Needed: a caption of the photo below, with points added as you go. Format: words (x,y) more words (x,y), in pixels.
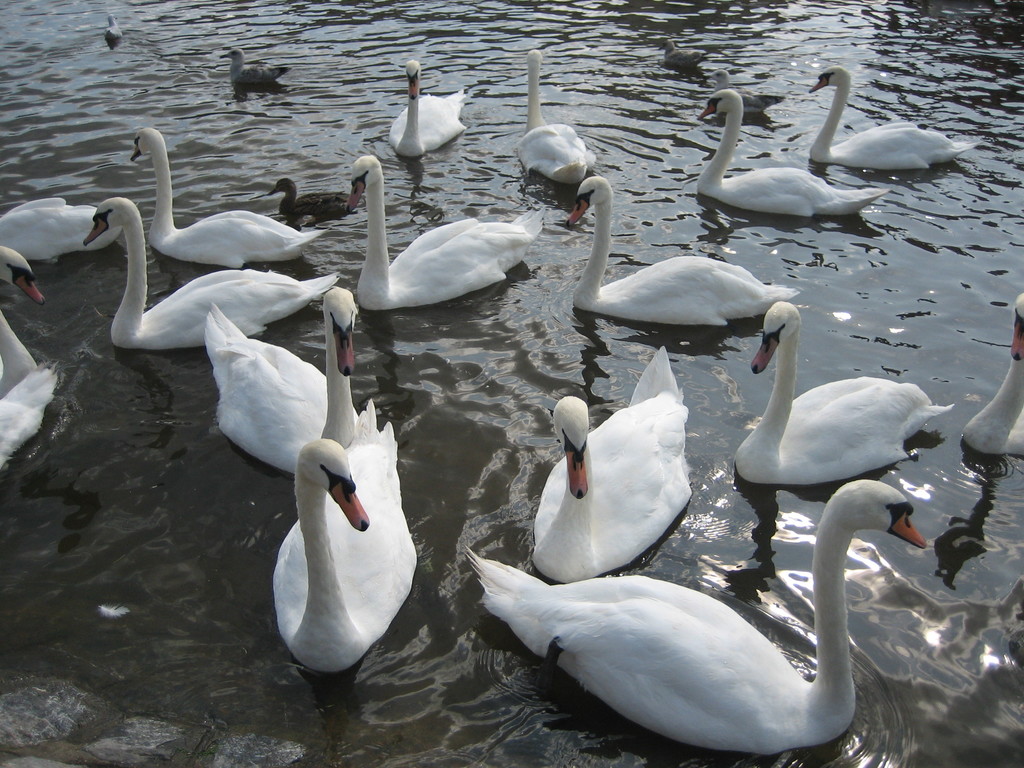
These are the beautiful swans (374,527) in white color swimming in the water (443,334), on the left side (309,195) there are 2 birds (264,79) in black color in the water (283,142).
